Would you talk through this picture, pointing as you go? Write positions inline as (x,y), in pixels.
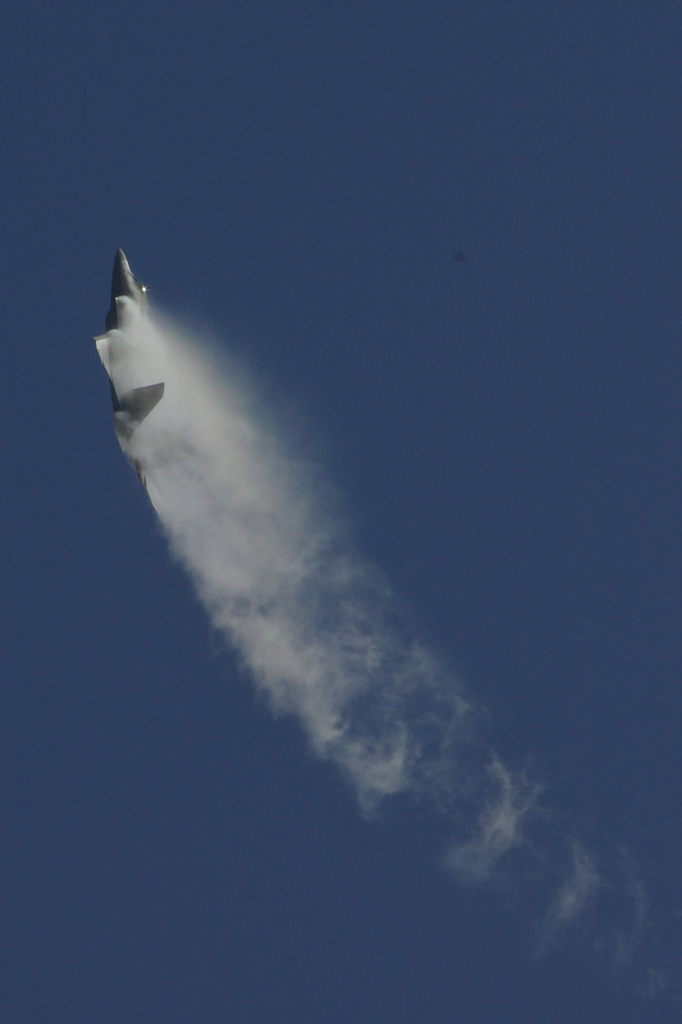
Here we can see an aeroplane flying in the sky (194,170).
